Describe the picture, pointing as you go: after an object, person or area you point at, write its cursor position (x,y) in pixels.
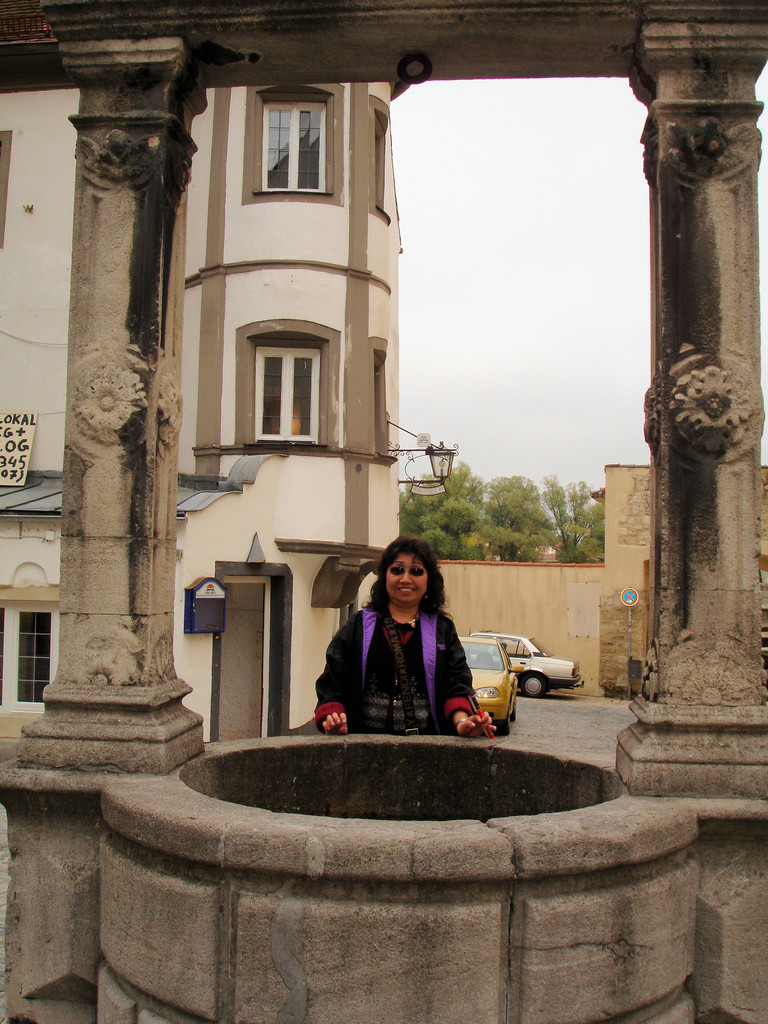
This image is taken outdoors. At the bottom of the image (148,950) there is a well (296,888) and there are two pillars (141,232) with a roof (581,17). In the middle of the image (352,664) a woman (361,674) is standing on the ground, and two cars (509,698) are parked on the ground (537,715). On the left side of the image (253,164) there is a building (13,66) with a few walls (270,303), windows (293,441) and a door (245,649). In the background (472,501) there are a few trees (564,530) and there is a sky (533,376).
